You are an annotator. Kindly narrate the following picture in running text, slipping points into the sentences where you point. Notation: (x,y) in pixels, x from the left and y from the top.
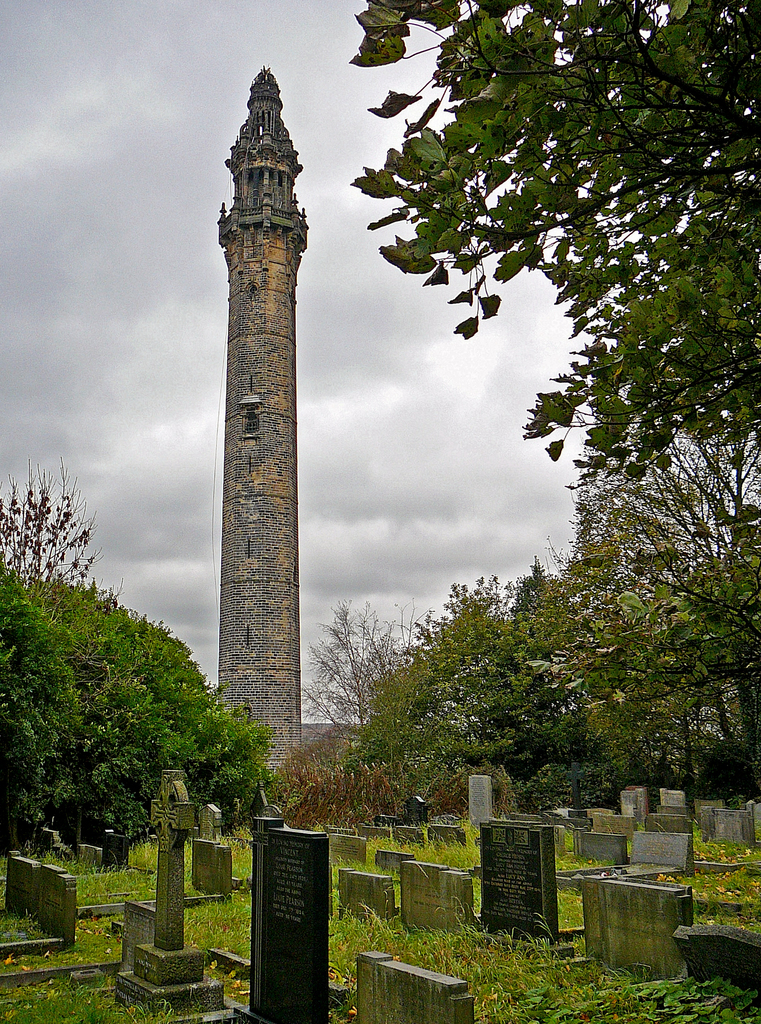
At the bottom of the image (508,920), we can see cemeteries (307,889), grass (39,959) and trees (716,789). Background (279,534) there is a tower (268,403), walls (257,386) and cloudy sky (323,289).
